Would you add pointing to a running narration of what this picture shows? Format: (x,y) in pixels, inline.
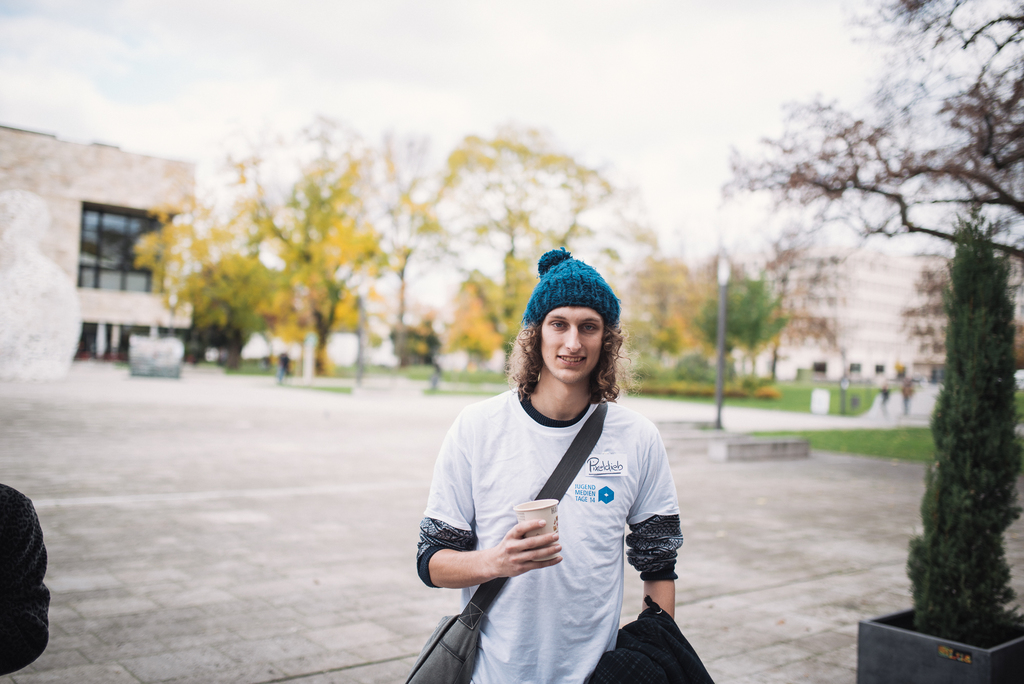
In the foreground of this image (572,567), there is a man (580,538) wearing a bag (573,449), holding a cup (528,508) and coat (656,637). On the left (40,551), there is an object (31,573). On the right (973,544), there is a tree (978,418). In the background (570,207), there are buildings (111,245), trees (755,318), grassland (854,431), pavement (750,428), a pole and the sky (572,69).
